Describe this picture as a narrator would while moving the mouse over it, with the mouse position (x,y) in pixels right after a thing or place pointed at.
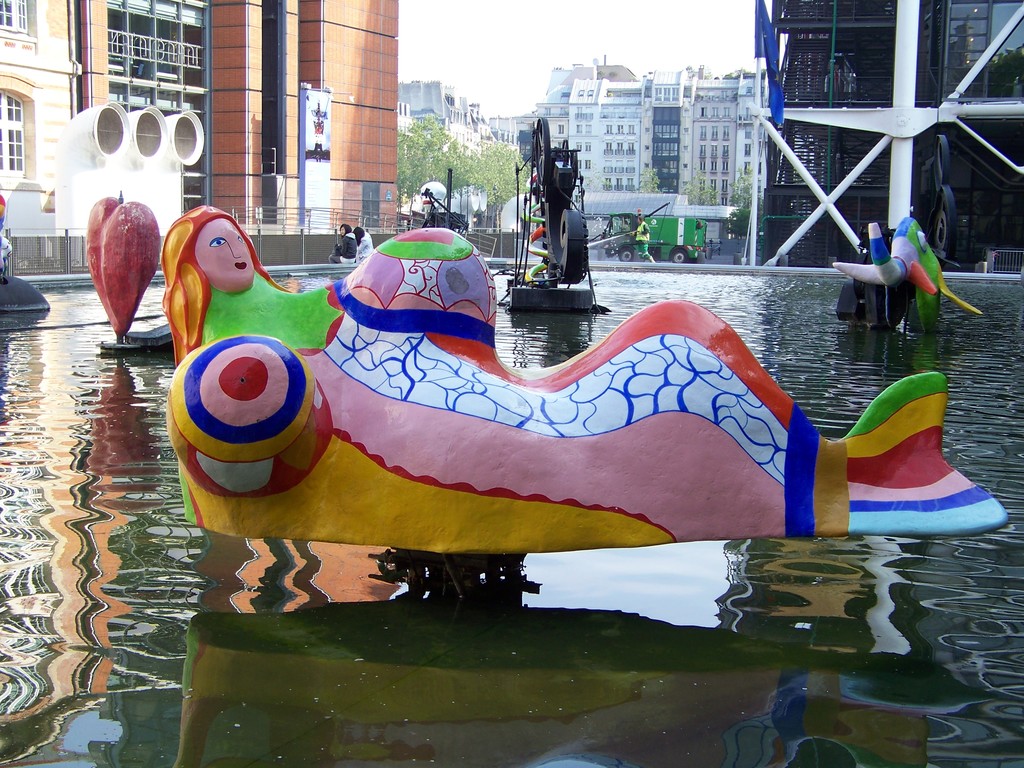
In this image we can see colorful objects (679,486) on the surface of water (437,631). In the background (699,175), there are buildings (673,172), trees (433,163), people (639,234), poles (795,160) and vehicle (661,226). At the top of the image (564,56), there is the white color sky (555,36).
